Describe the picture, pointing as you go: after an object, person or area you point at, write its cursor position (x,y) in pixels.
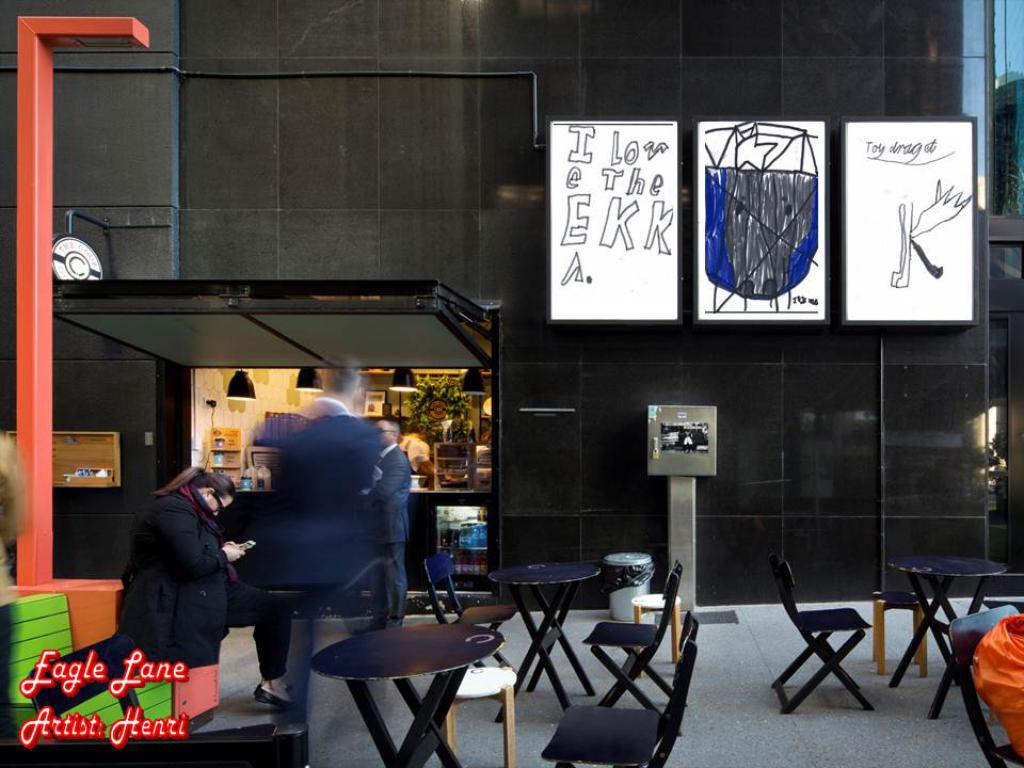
In the image I can see a place in which there are some chairs (562,728), tables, whiteboards (658,304) and also I can see a pole (681,589) and some other things (168,306) around.
